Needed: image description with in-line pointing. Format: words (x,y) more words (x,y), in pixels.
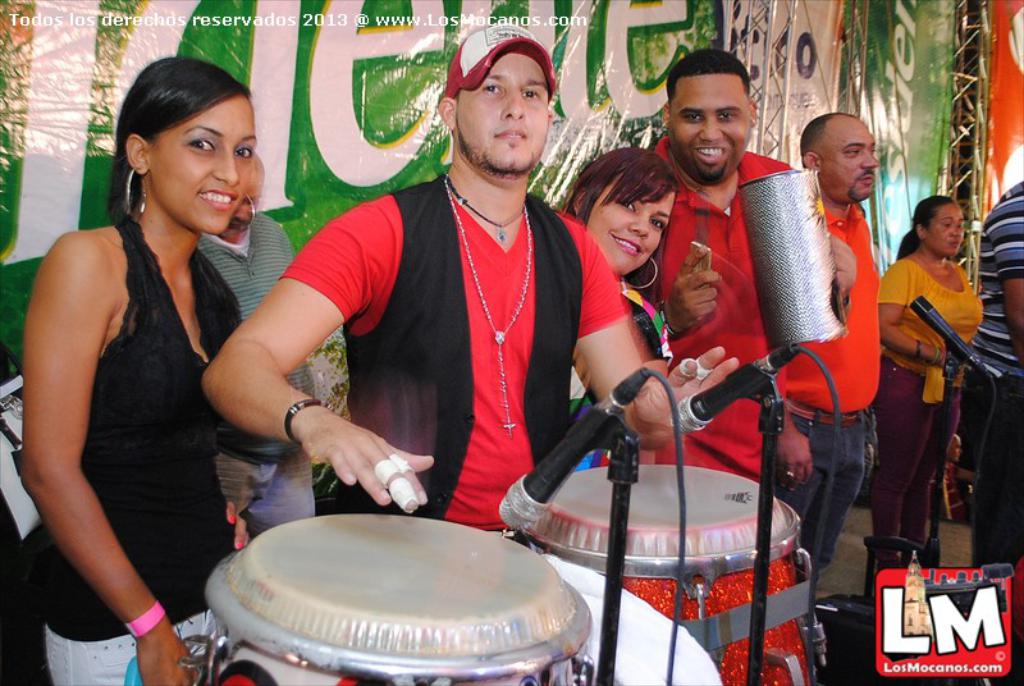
There are people (726,457) and this man (458,415) playing drums (451,629). We can see microphones (592,430) with stands (611,640). In the background (224,61) we can see banner (938,29). In the bottom right side of the image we can see logo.
